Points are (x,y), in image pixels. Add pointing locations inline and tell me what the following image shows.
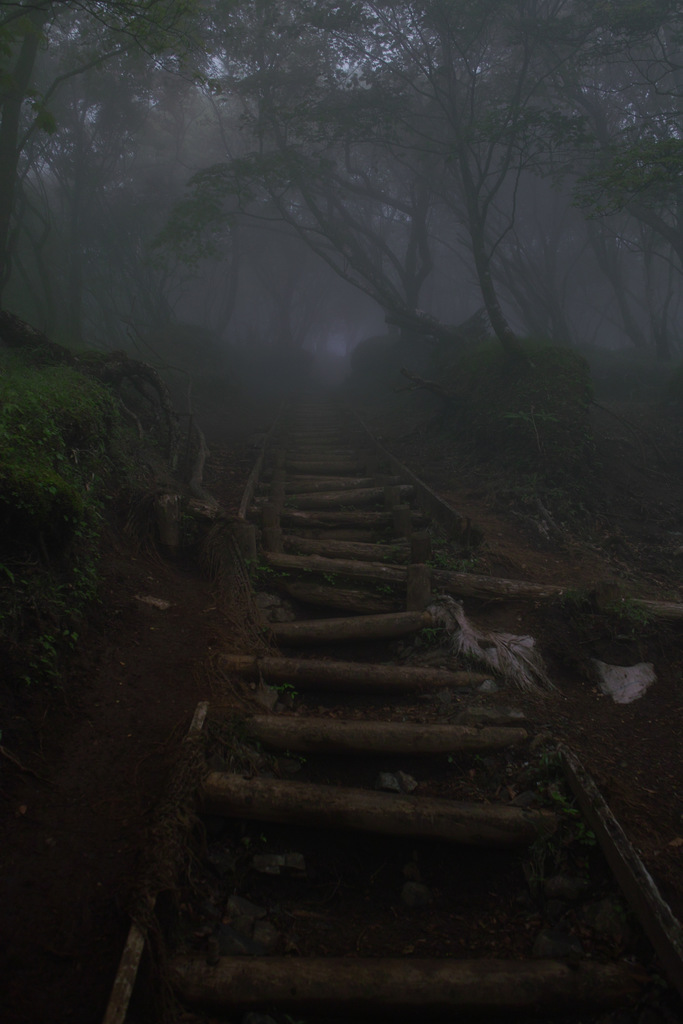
In this image there is grass (1,421), plants (533,348), trees (502,317).
